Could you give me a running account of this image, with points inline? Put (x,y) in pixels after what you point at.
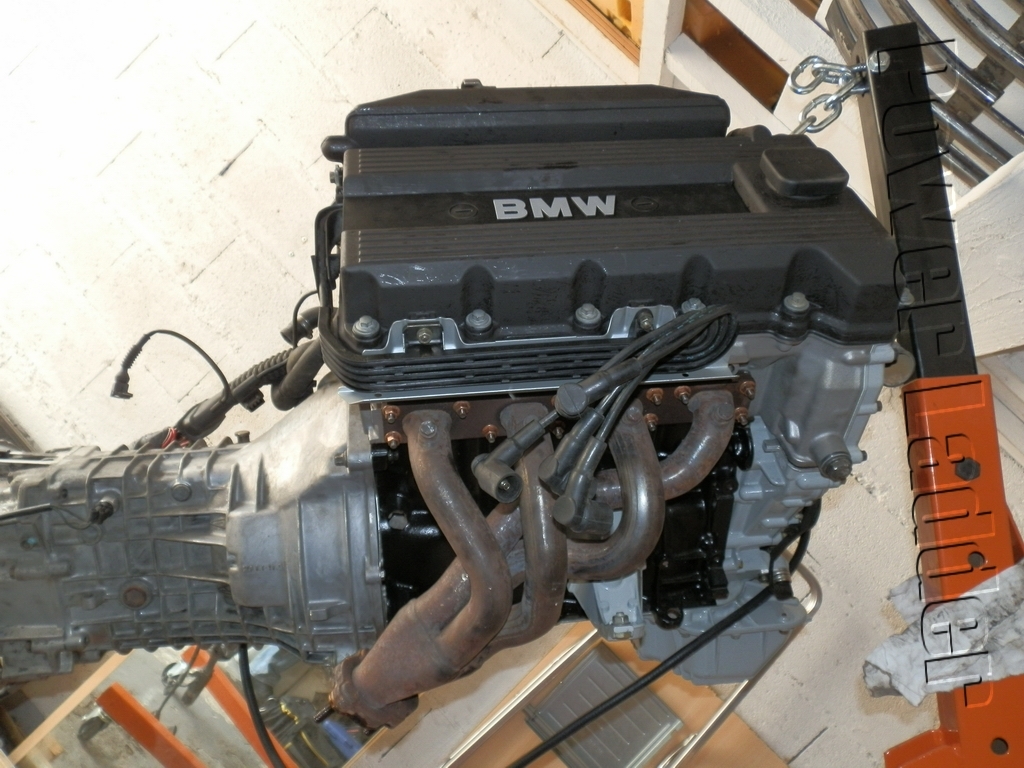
In this image there is a vehicle part (518,447), there is an object (951,364) truncated towards the right of the image (992,524), there is a wire (584,722) truncated towards the bottom of the image (597,710), there is an object (632,756) truncated towards the bottom of the image (612,692), there is an object (965,131) truncated towards the top of the image (963,51), at the background of the image (282,116) there is a wall (203,143).
